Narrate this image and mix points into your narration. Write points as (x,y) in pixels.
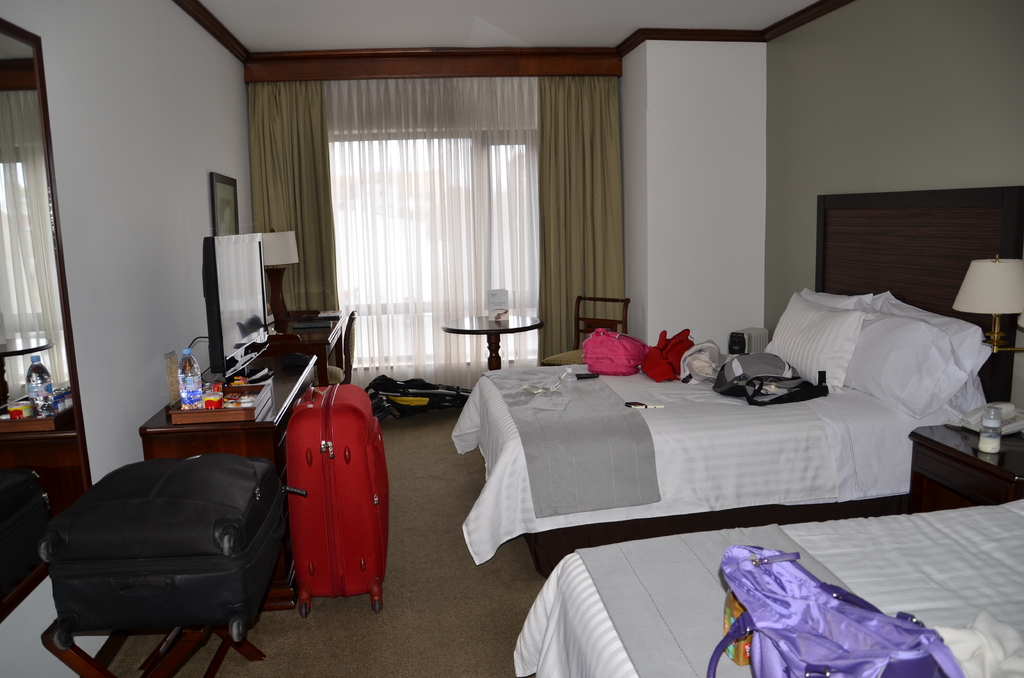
In this picture we can see a bed (635,453) covered with a white bed sheet (771,479) and one more bed (902,551) is there and this is a complete room (413,537) there is a two bags (273,506) one is red in color and black in color and there is a television (238,298) on the table (267,422) and one water bottle (198,390) and there is a mirror (25,444) left corner of the screen and there is a cloth (420,222) to the window (390,226).
